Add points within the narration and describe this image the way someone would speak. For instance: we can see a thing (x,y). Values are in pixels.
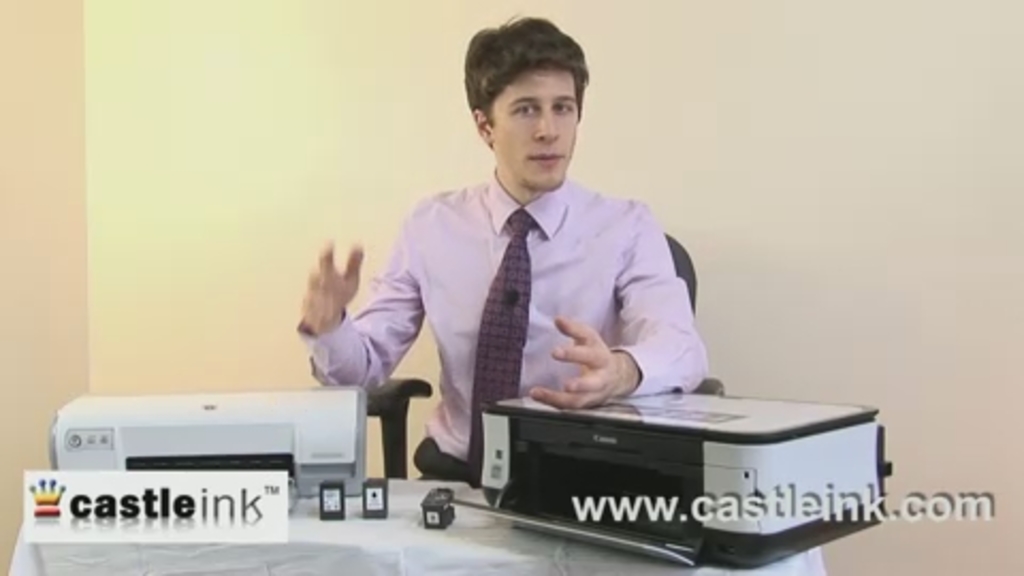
In this picture there is a man (640,203) sitting and he has two printers (504,458) in front of him.
